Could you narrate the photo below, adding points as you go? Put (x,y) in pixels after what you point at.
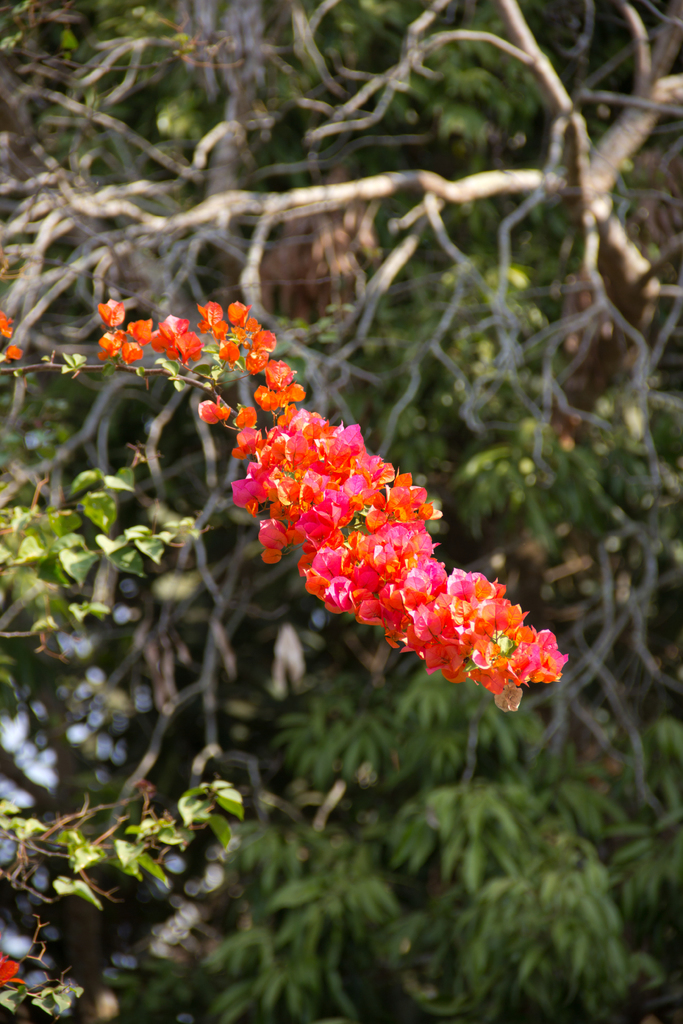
In this image I can see flower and tree (440,369) and leaves (133,482).
